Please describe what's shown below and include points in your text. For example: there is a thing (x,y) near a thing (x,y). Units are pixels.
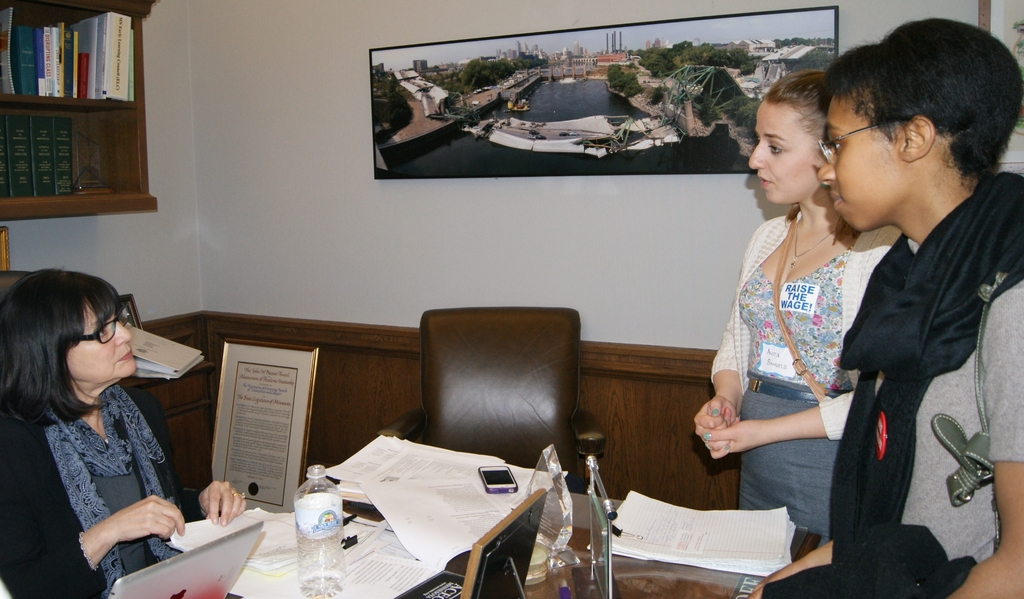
On the background (730,89) we can see a photo frame (611,149) and a cupboard (125,167), books (102,69) inside it over a wall (411,240). Here we can see two persons (886,291) standing in front of a table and talking to this women (159,466) who is sitting on a chair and on the table (663,582) we can see a mike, papers (455,487), mobile phone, bottle (317,550), laptop (230,582). This is an empty chair (473,395) and here we can see a frame (289,416).
